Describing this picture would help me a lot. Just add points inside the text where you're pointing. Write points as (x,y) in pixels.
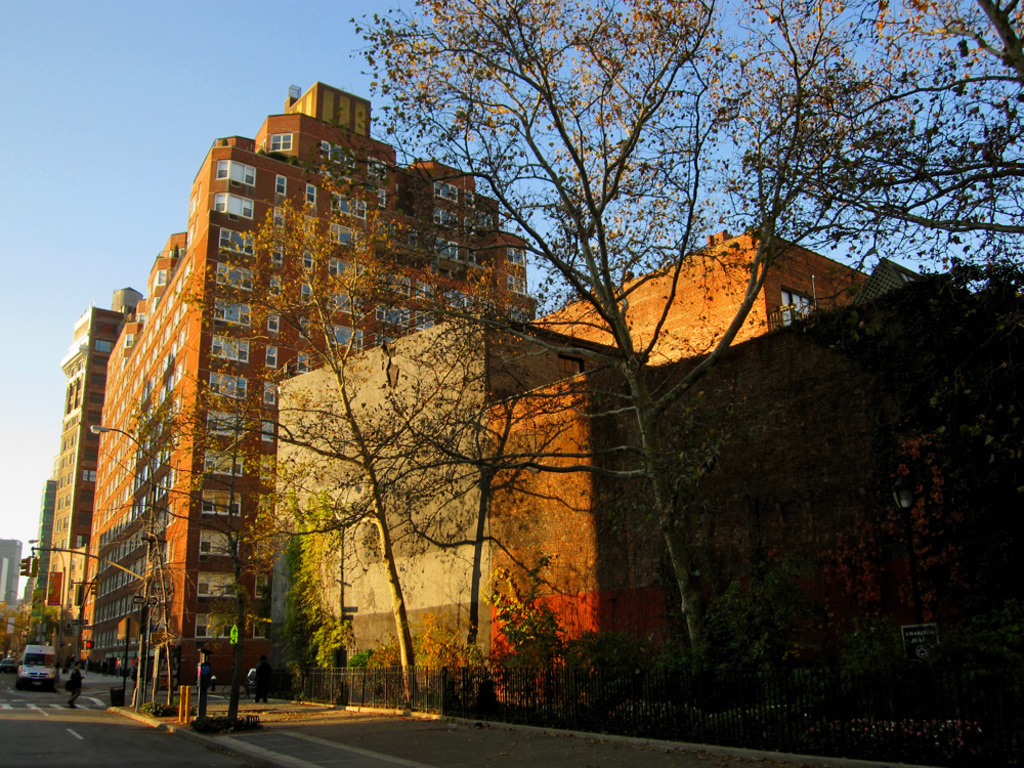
This picture describe about the view of the roadside (218,735). On the left corner (221,441) we can see brown big building (242,293) with white color windows (219,592) and some dry trees (347,525).
